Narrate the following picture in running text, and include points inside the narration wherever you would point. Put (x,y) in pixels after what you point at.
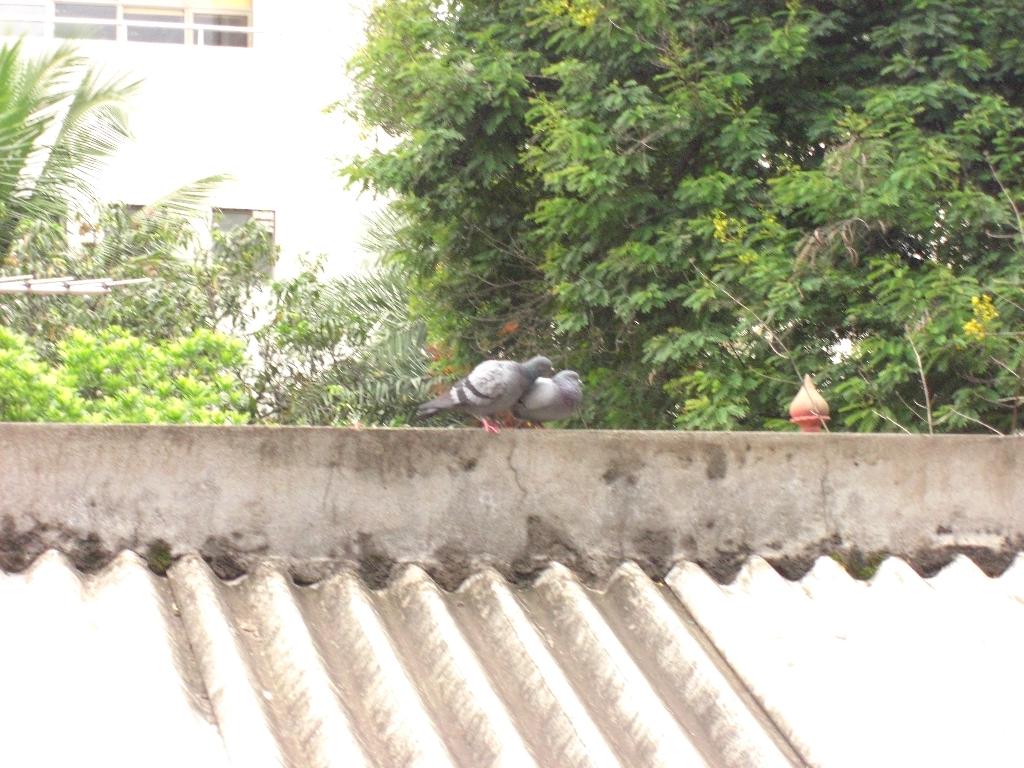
In the center of the image (369,476) there is a wall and roof (638,636). On the wall (758,475), we can see one orange color object (802,411) and two pigeons (549,417). In the background (450,307) there is a building (328,87), windows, trees (620,299) and a few other objects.
